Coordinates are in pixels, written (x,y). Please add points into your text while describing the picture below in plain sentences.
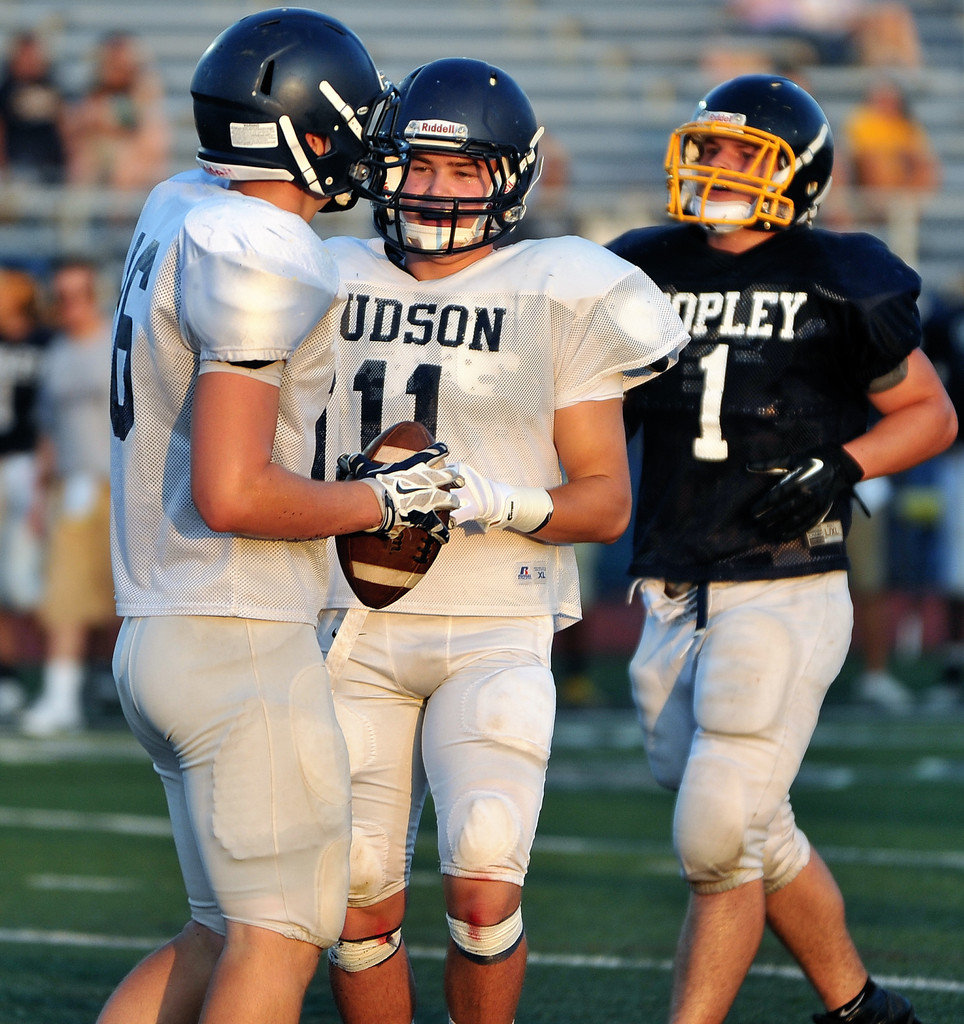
In the image to the left side (247,267) there is a man (257,475) with white dress (229,282) and a black helmet (245,113) on his head (212,154) is standing. Beside him there is another person (500,345) with white dress (416,381) and a black helmet (416,93) on his head (419,200) is standing. They both are holding one ball (383,450) in their hands (392,494). To the right side of the image (823,359) there is a man (825,347) with black dress (754,426) is standing and there is a black helmet (766,109) on his head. Behind them there are few people (95,123). And also there is a blur image.
